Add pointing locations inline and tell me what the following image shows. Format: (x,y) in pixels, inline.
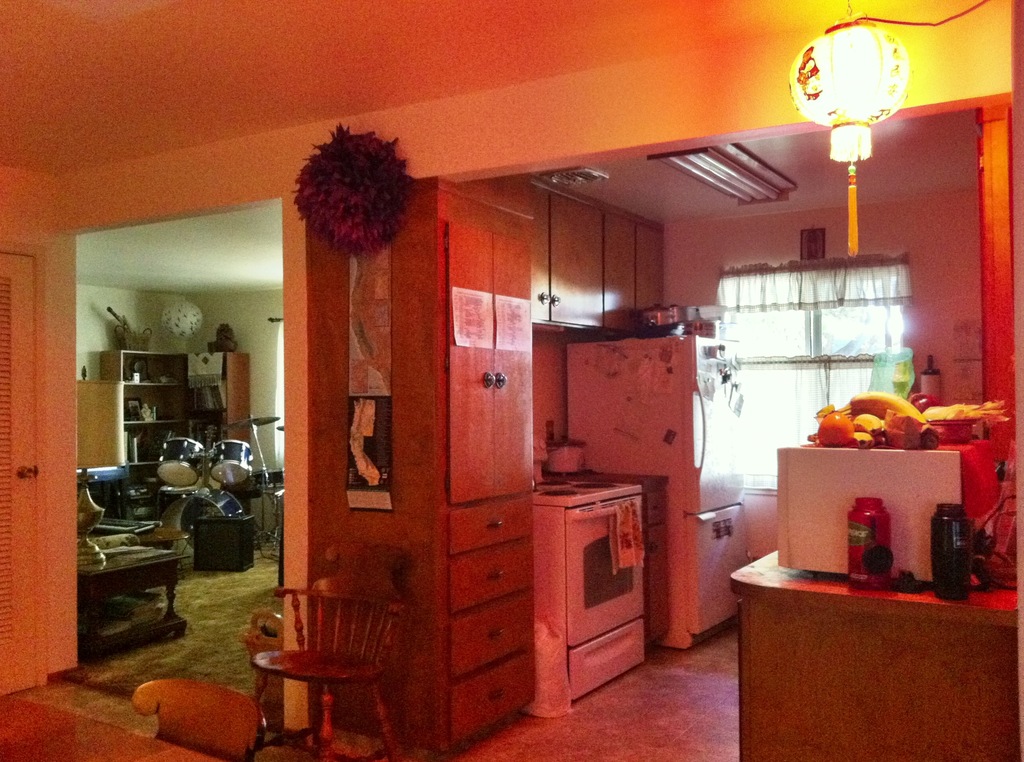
This is the picture of a kitchen (989,89) where we have a microwave oven (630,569), refrigerator (663,425), a window (855,321), fruits (877,405), jars (849,542) on the counter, chairs (206,746), paper lantern (822,56) hanged from the ceiling (771,89), and drums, rack (165,387) of some objects (207,357) and a door (11,514).
